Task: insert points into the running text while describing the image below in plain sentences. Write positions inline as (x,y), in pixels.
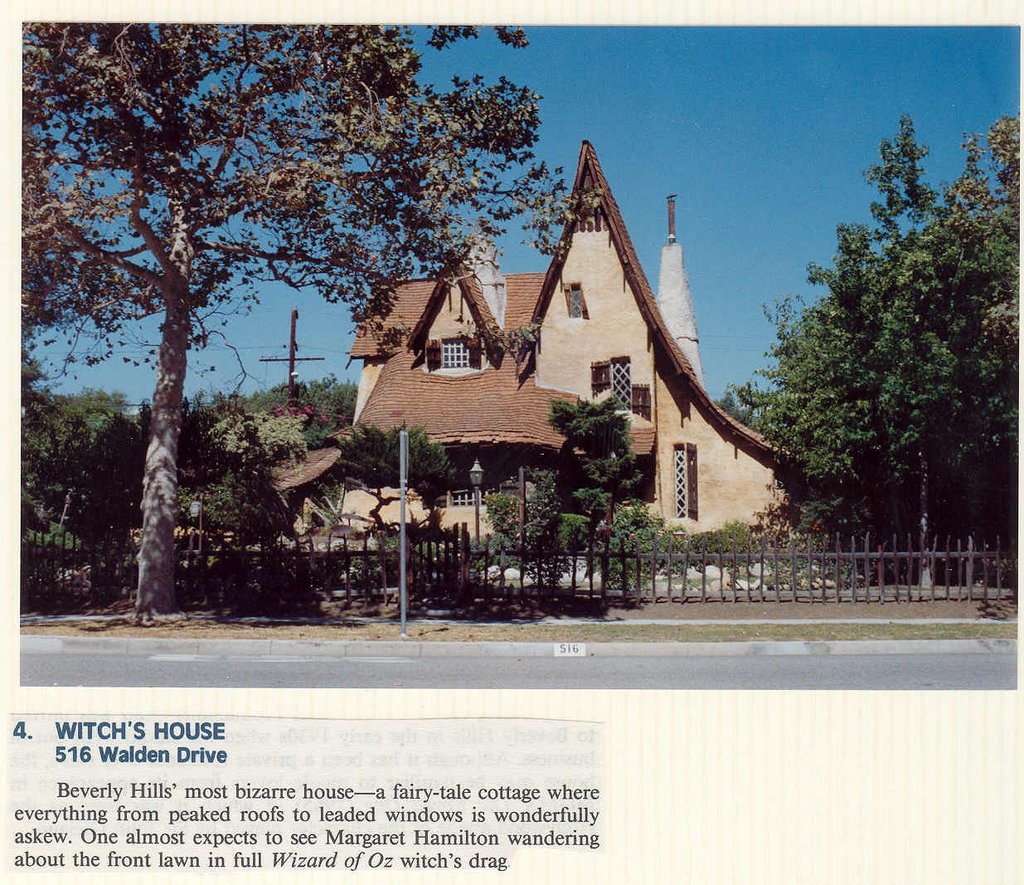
In this picture there is some text (295,802) written on it and there are poles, there is a fence (532,543), there are trees (856,470) and there is a house (538,414).
